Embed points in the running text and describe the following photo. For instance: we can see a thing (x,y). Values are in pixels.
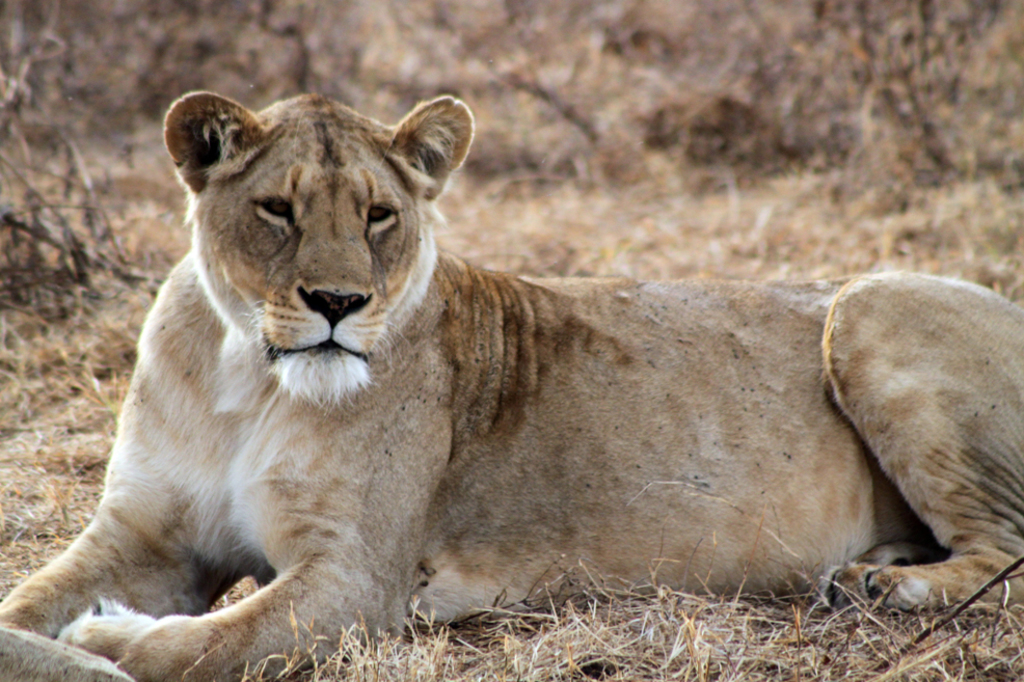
In this image we can see a lion (542,418). At the bottom of the image (682,646) there is the dry grass (630,643). In the background of the image (542,248) there is a blur background (74,127).
